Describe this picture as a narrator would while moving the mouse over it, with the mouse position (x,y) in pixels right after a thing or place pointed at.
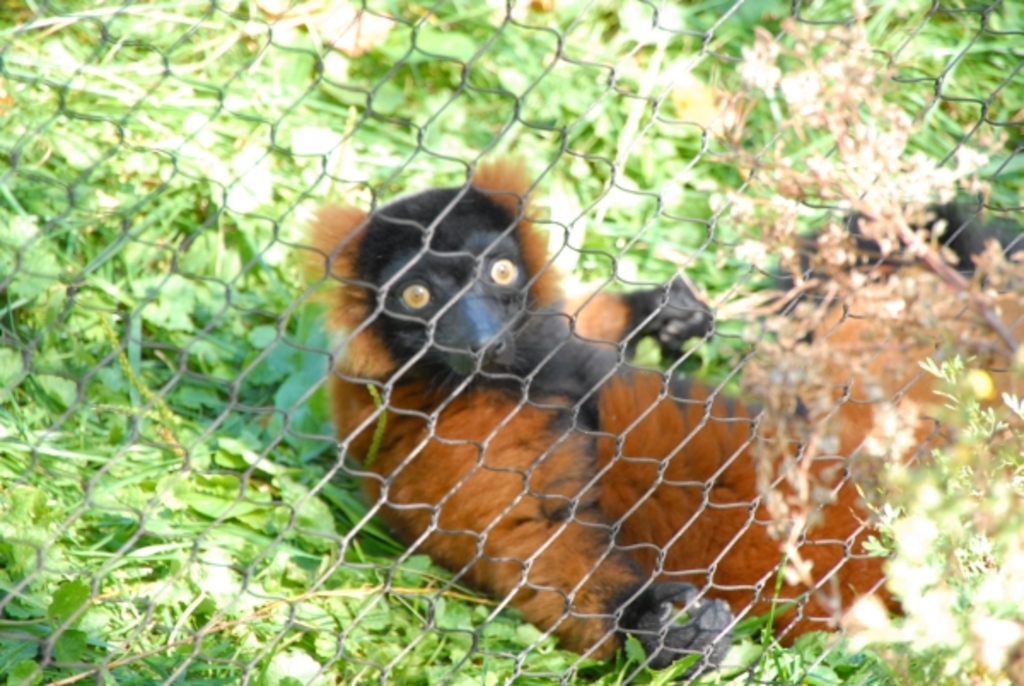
In the picture i can see some animal (510,403) which is in brown and black color resting on ground (266,418) behind fencing (187,452), there are some leaves (552,106) which are in green color.
